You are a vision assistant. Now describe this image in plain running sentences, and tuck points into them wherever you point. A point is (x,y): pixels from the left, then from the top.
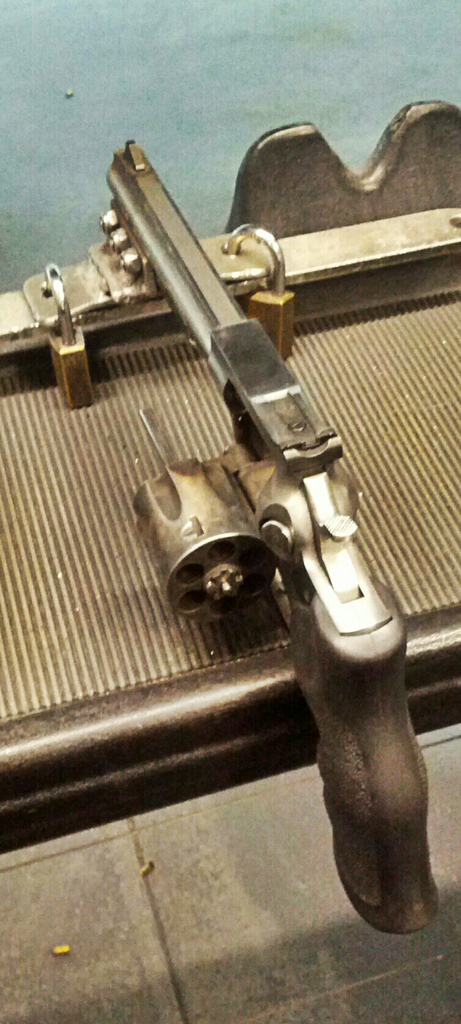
In this image we can see a gun (365,850) placed on the metal object (198,393). There are few locks (65,357) in the image.
